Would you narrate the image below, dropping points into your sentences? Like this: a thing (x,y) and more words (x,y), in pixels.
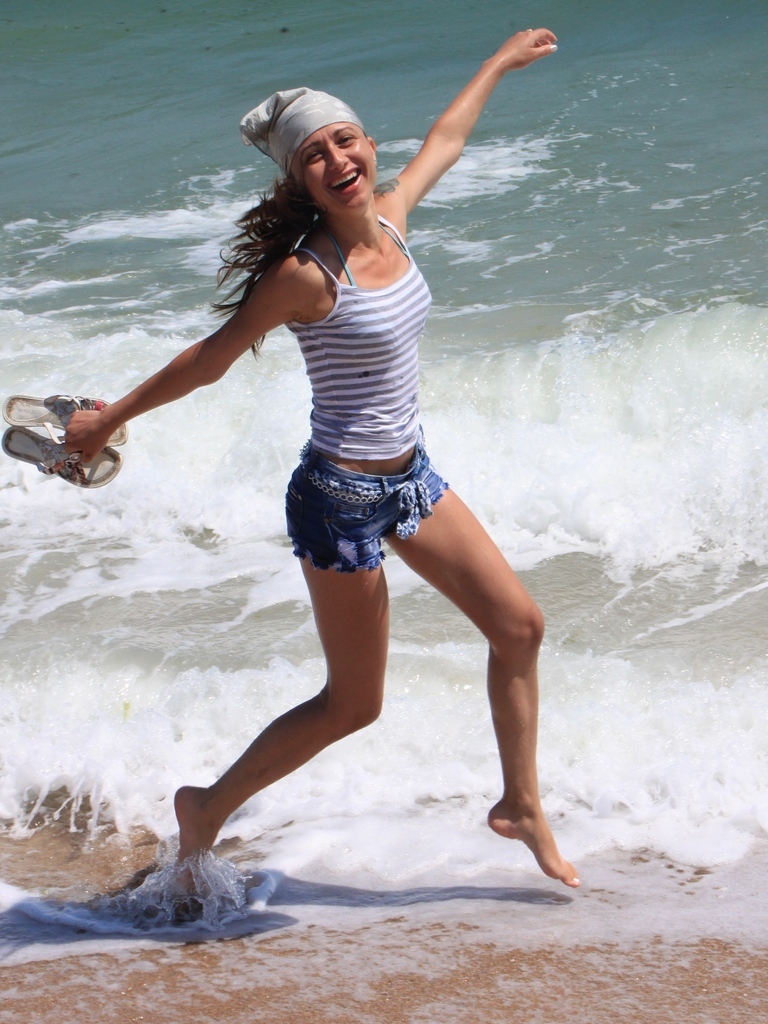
In the middle of the image (350,485) we can see a woman (359,558), she is holding slippers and she is smiling, in the background (556,375) we can see water (540,432).
